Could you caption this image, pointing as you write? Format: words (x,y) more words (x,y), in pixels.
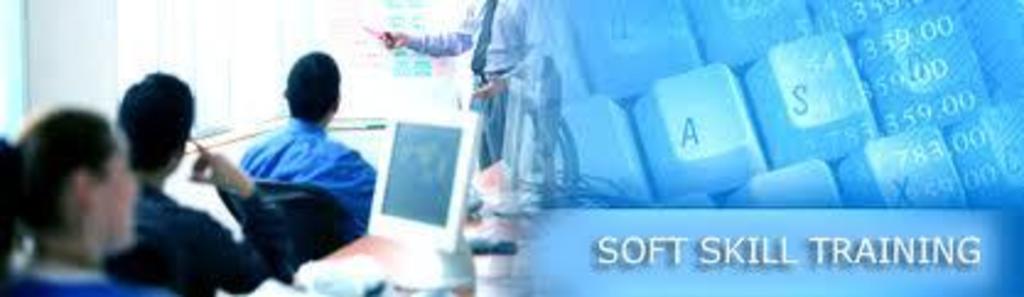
On the right side of the image (745,153) we can see keyboard (754,183) and text (661,253). On the left side of the image (330,113) we can see computer (427,122) and persons (196,142).
